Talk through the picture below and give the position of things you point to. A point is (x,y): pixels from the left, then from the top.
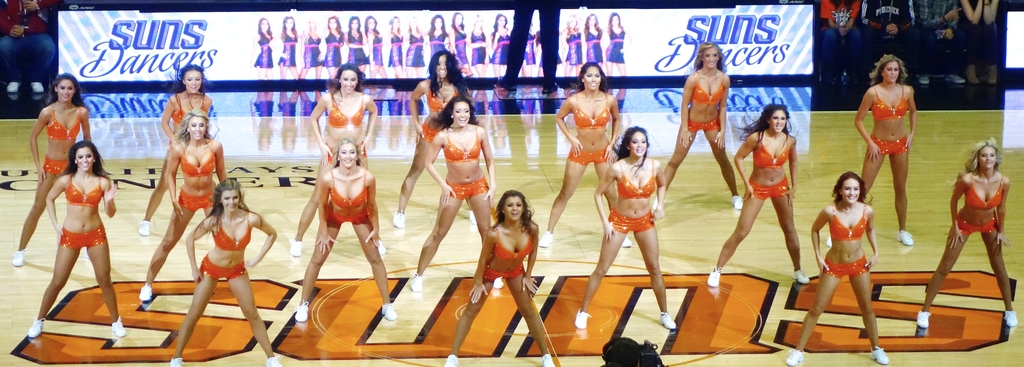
In the picture we can see some woman (199,80) are dancing on the dance floor (338,359), they are with orange dance wear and behind them, we can see an advertisement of dance and behind it we can see some people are sitting and watching them.
